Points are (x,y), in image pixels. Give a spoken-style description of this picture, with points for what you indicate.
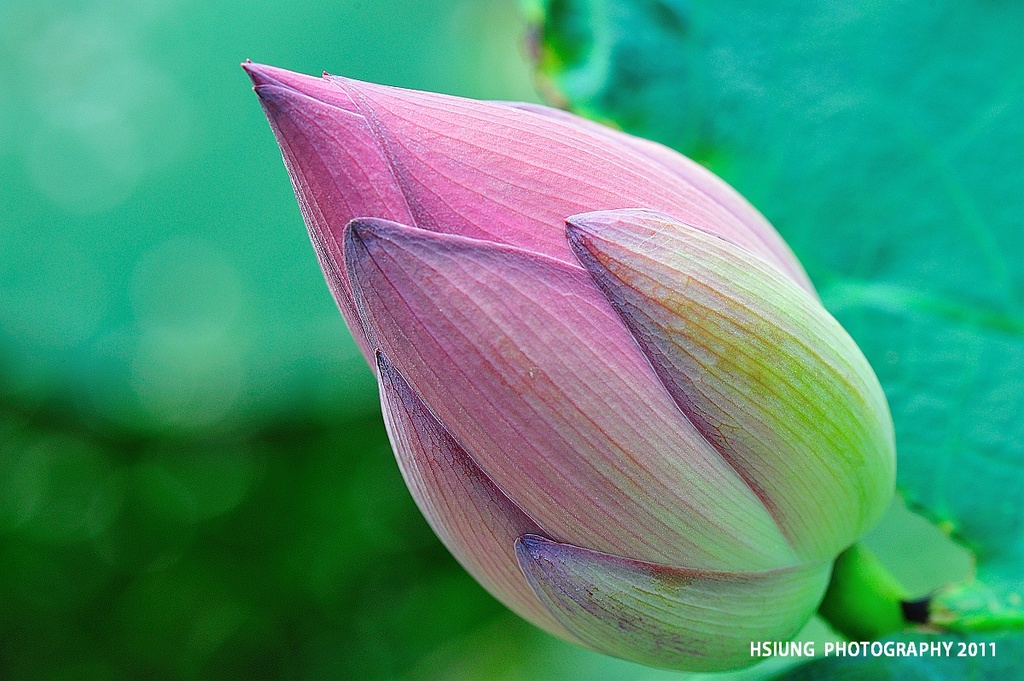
In this image I see the bud (392,275) which is of pink and green in color and I see the green leaf (637,49) and I see the watermark (831,644) over here and it is blurred in the background (300,63).
